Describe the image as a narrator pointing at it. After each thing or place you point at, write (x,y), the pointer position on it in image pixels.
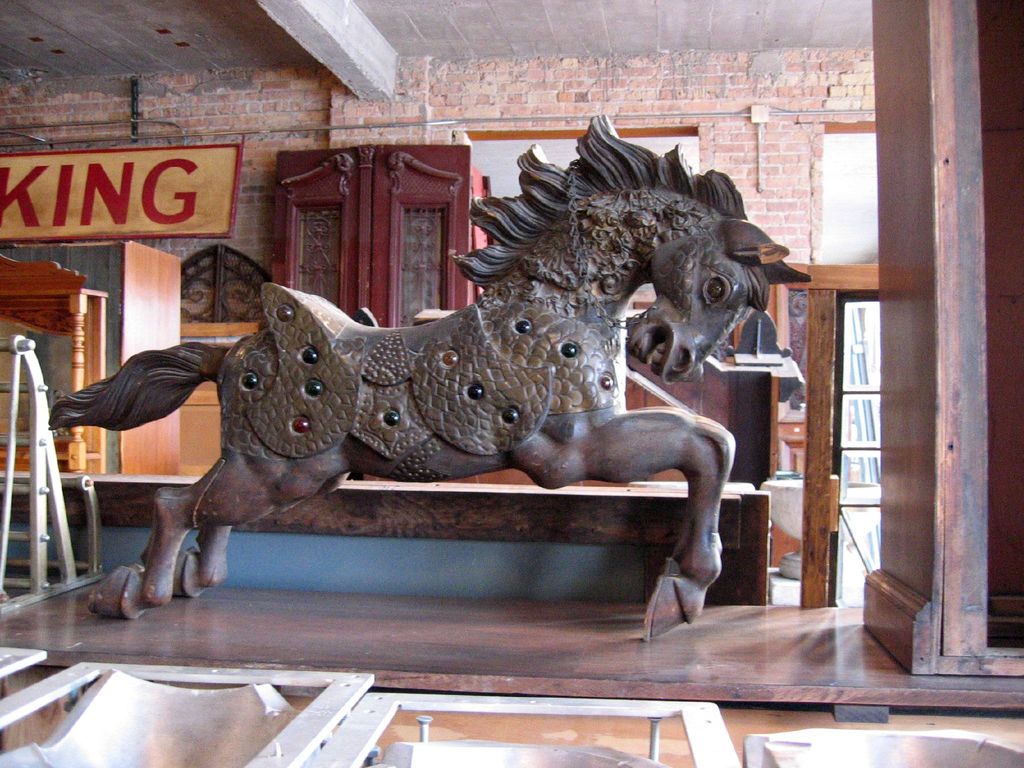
Here we can see a sculpture (507,389). Background (864,389) there are objects (88,332) and hoarding (167,182).
